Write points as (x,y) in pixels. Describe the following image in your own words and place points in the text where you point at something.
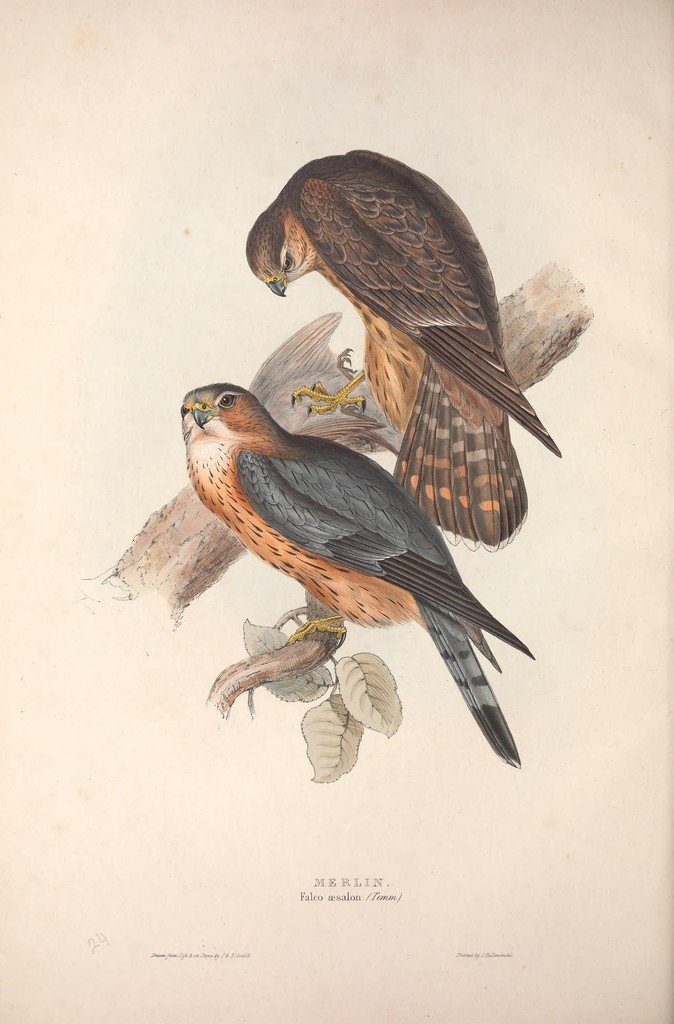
In the image there is art of two birds (433,369) standing on a branch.
